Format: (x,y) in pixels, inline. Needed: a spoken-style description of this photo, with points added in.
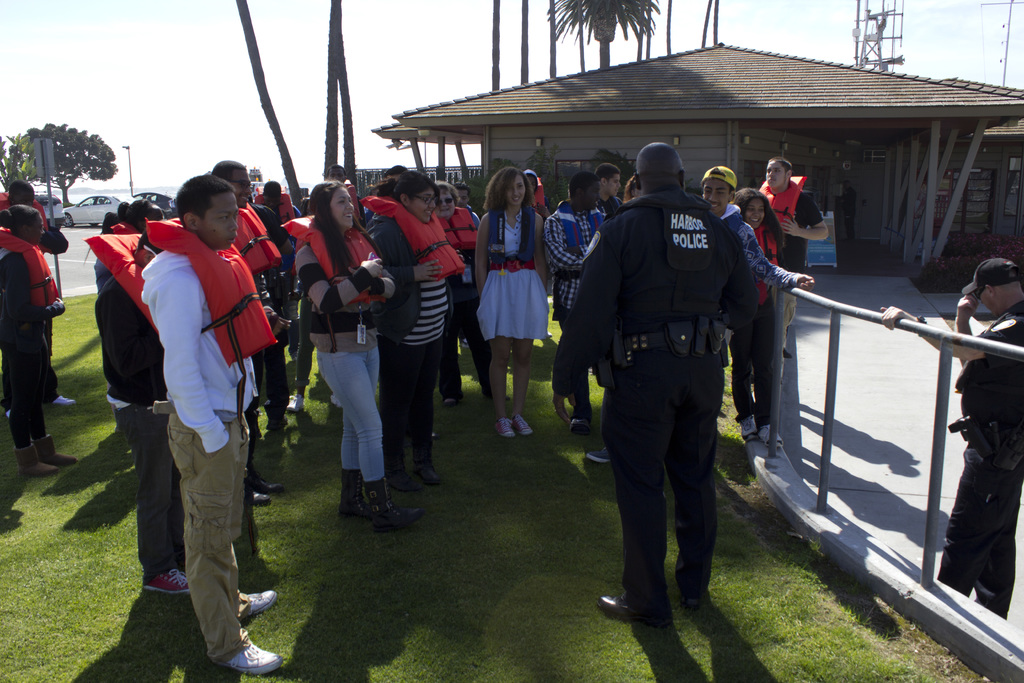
In this image we can see few persons (748,337) standing on the ground (62,366), some of them are wearing life jackets (244,267), there is a house (877,174), also an object (812,244) under it, we can see some trees (70,172), vehicles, poles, fence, and the sky (941,68).
